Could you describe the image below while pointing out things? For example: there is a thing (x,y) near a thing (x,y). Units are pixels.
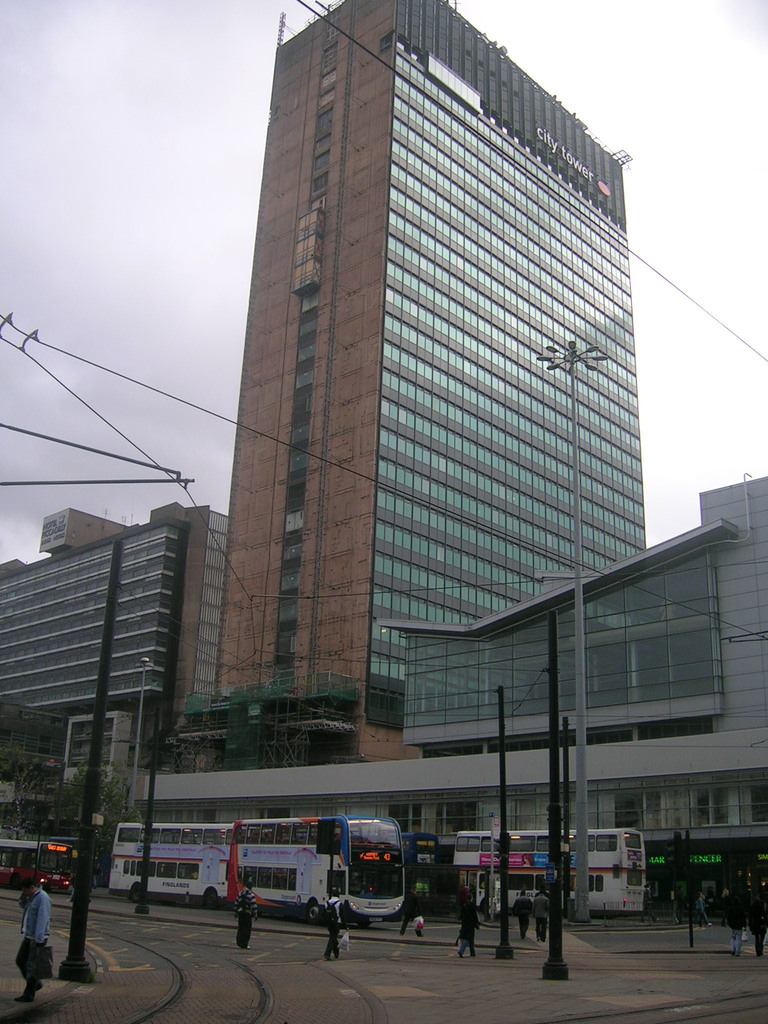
In this picture we can see buildings (128,615) and skyscraper (416,347). In front of the building (731,854) we can see many buses (307,863) on the road (55,920), beside that we can see many peoples (524,923) were walking and standing. On the right (571,353) we can see the streetlights (572,344) and black poles (557,830). In the bottom left corner (33,909) there is a man (30,921) who is wearing shirt (45,916), jeans (20,964), shoe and holding a bag (33,964) and mobile phone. On the left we can see some trees (8,757). In the top left corner (8,10) we can see sky (119,197) and clouds (113,131).
